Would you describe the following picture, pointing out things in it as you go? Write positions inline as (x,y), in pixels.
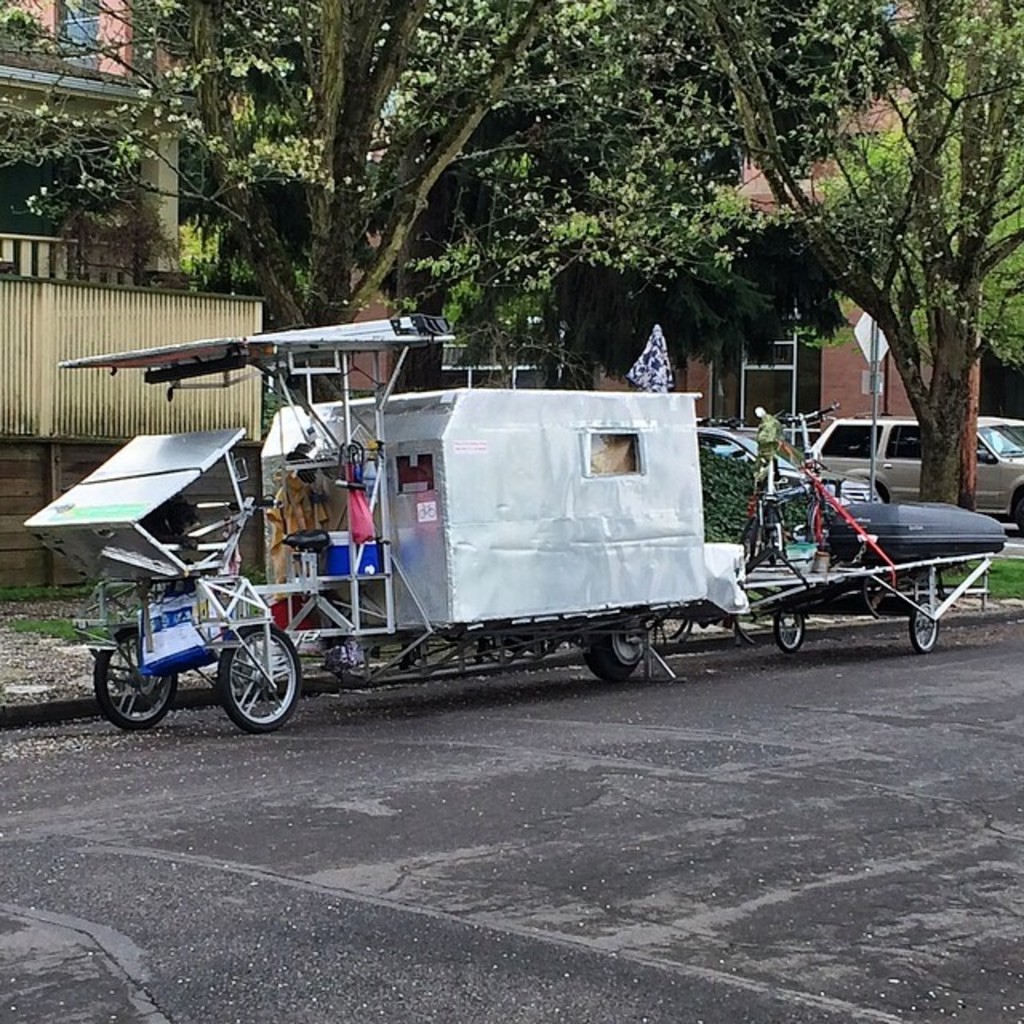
In this picture we can see few vehicles (798,472) on the road (547,715), in the background (489,346) we can find few trees (371,154), buildings (718,410) and sign boards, on the left side of the image (117,396) we can see fence (161,318).
